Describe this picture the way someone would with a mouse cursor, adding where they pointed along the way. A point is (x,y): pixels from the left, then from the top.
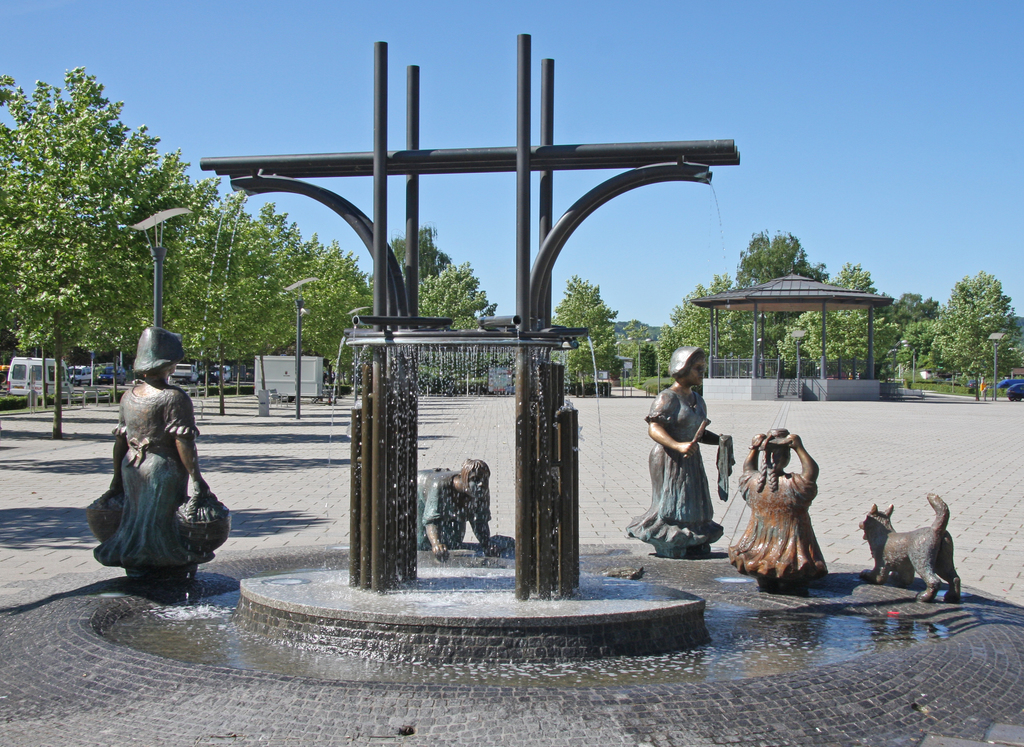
In this image I can see some metal constructions (607,148) with pipes (525,237) looking like an artificial fountain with water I can see some statues (139,441) around it. I can see some poles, a shelter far behind towards the right hand side of the image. I can see the trees (168,166), some vehicles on the left hand side of the image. At the top of the image (301,113) I can see the sky (307,78).
